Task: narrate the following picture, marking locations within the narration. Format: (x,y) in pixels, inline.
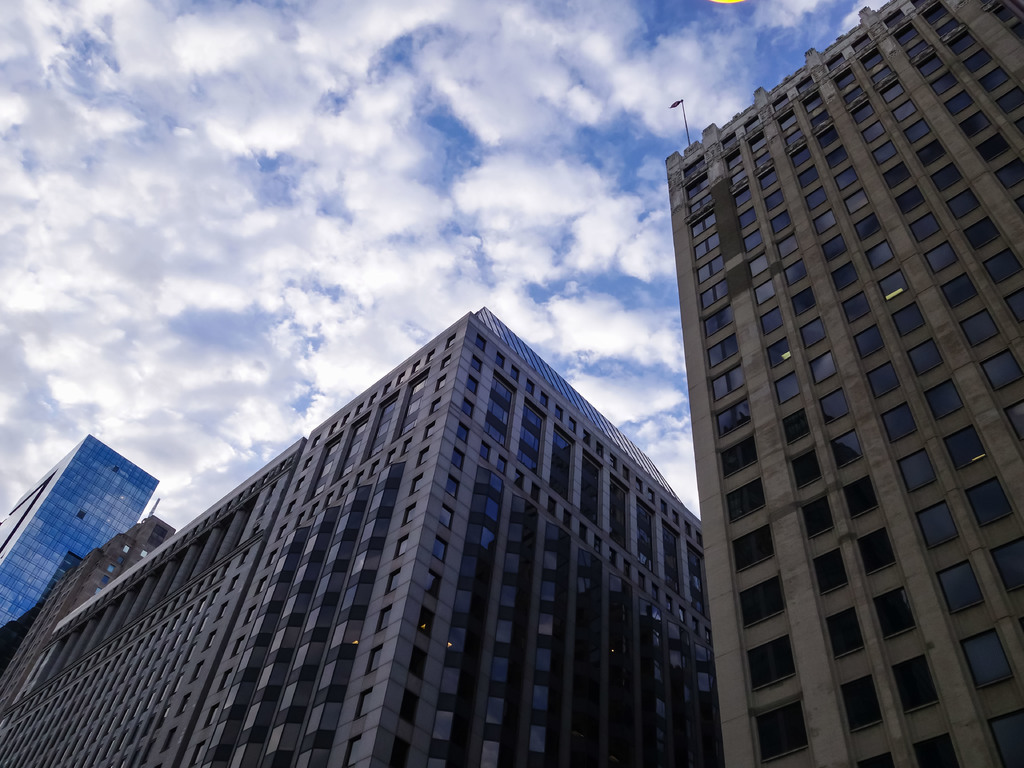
In the foreground of the image (369,653) we can see the buildings (405,671). In the middle of the image (545,480) we can see the building (685,275) and the flag (687,136). On the top of the image (614,117) we can see the sky (460,97).
